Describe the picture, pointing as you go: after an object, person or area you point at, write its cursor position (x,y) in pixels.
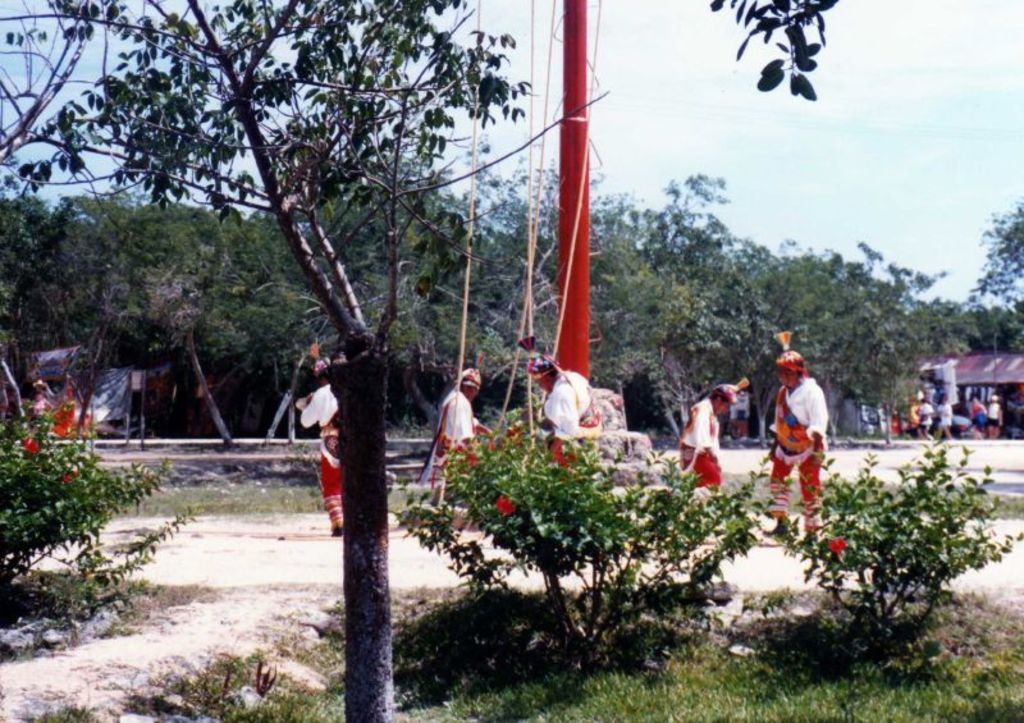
In this image we can see there are people (323,464) walking on the ground (695,640). And there is a pole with thread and there are trees (654,380), shed (157,392), building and the sky (822,177).
